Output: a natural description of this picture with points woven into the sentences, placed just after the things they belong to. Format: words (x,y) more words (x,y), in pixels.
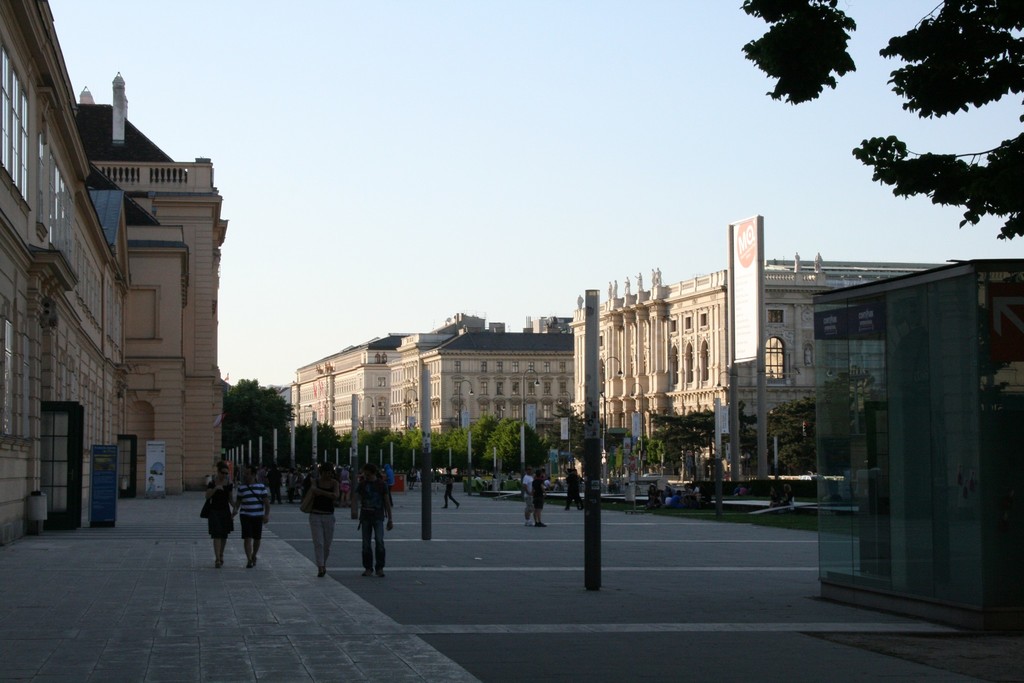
On the left side (327,527), there are four persons (231,503) walking. Four of them are on the footpath (285,542). Beside this footpath (135,561), there are buildings (113,86), which are having roofs (74,117) and windows (16,155). On the right side (715,418), there are poles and persons (677,505) on a road (808,555), on which there are white color lines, there is a tree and a shelter (853,312). In the background (819,259), there are hoardings (736,260), trees (349,439), buildings (574,391) and there is a clear sky (315,152).
